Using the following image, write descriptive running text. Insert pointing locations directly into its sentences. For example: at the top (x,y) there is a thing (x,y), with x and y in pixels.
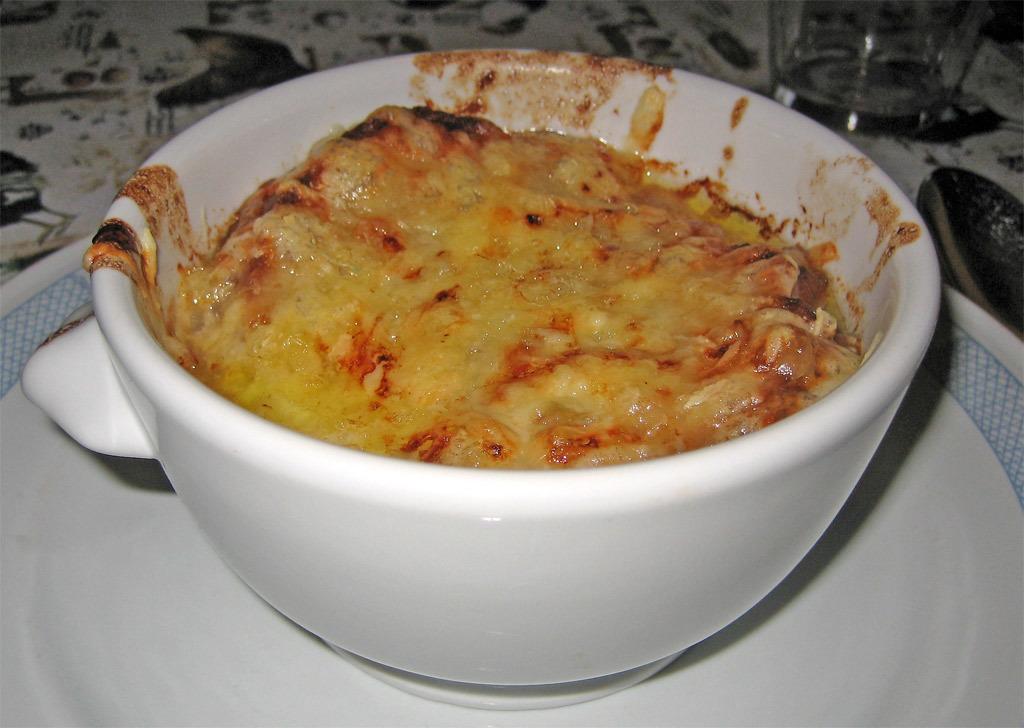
In this image we can see some food (610,359) in the bowl (782,106). We can see the bowl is placed on the plate (197,655). There is a drinking glass (899,51) and a spoon (994,277) at the right side of the image (994,297).
